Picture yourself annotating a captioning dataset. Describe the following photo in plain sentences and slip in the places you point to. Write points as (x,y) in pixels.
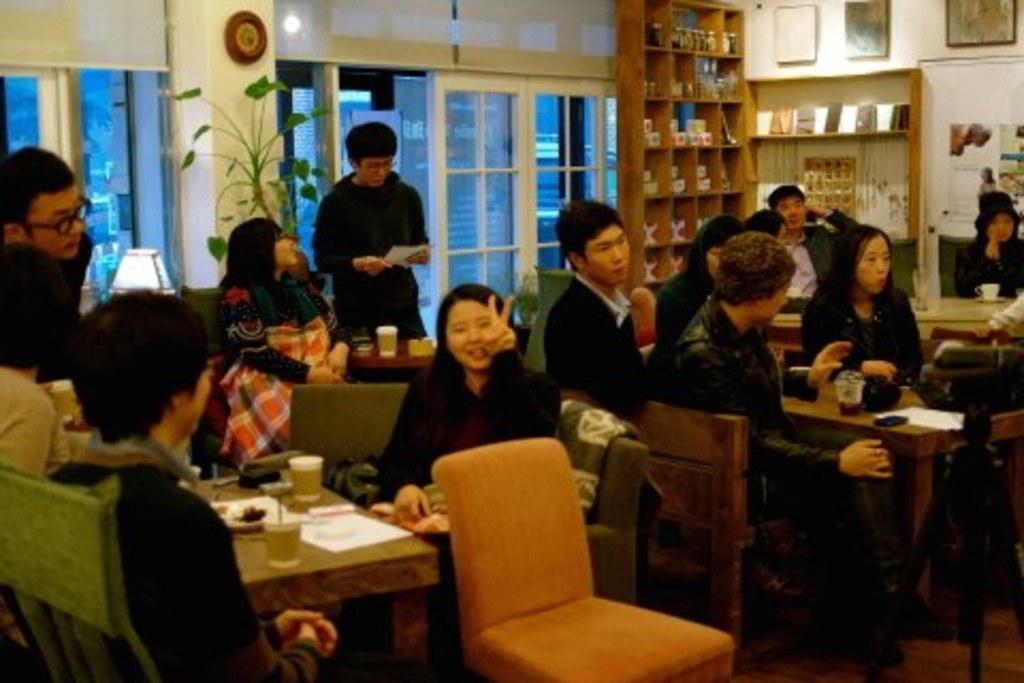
There are so many people (149,561) sitting on a chairs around the table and beside the table (238,497) there are window (506,287) and shelves (645,25) with cups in it.
